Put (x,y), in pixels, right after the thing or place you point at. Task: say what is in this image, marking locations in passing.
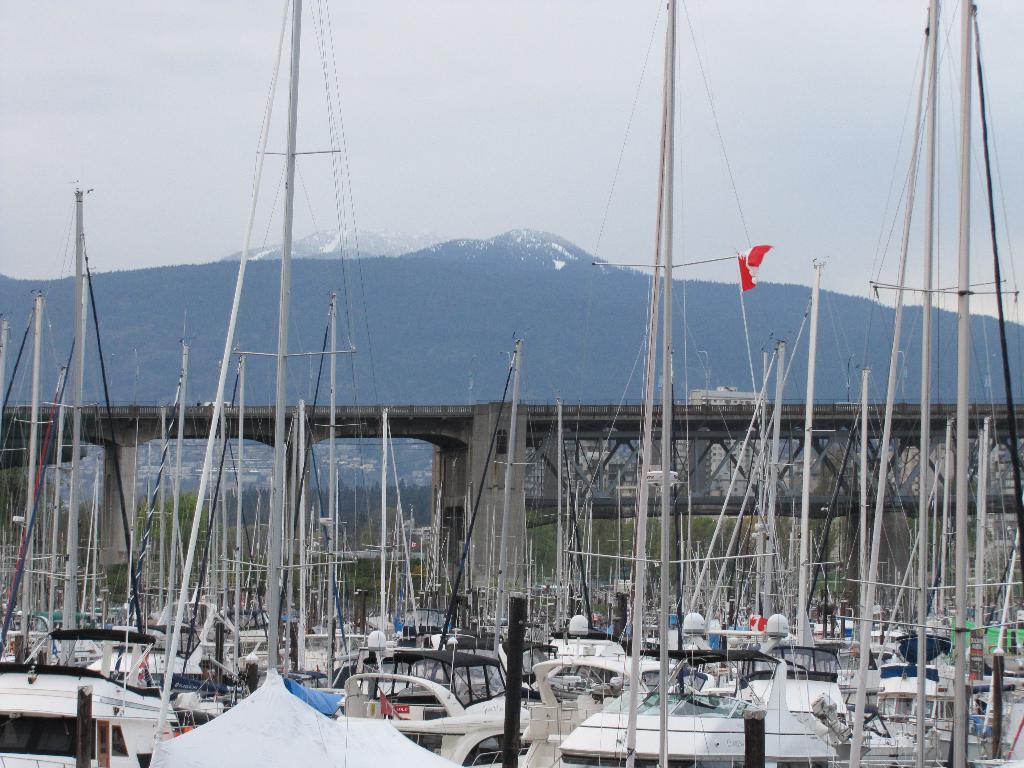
In this image I see number of boats (583,723) and I see the bridge (838,470) over here and I see a flag (753,269) which is of white and red in color. In the background (601,302) I see the mountains (492,323) and the sky (552,119).
